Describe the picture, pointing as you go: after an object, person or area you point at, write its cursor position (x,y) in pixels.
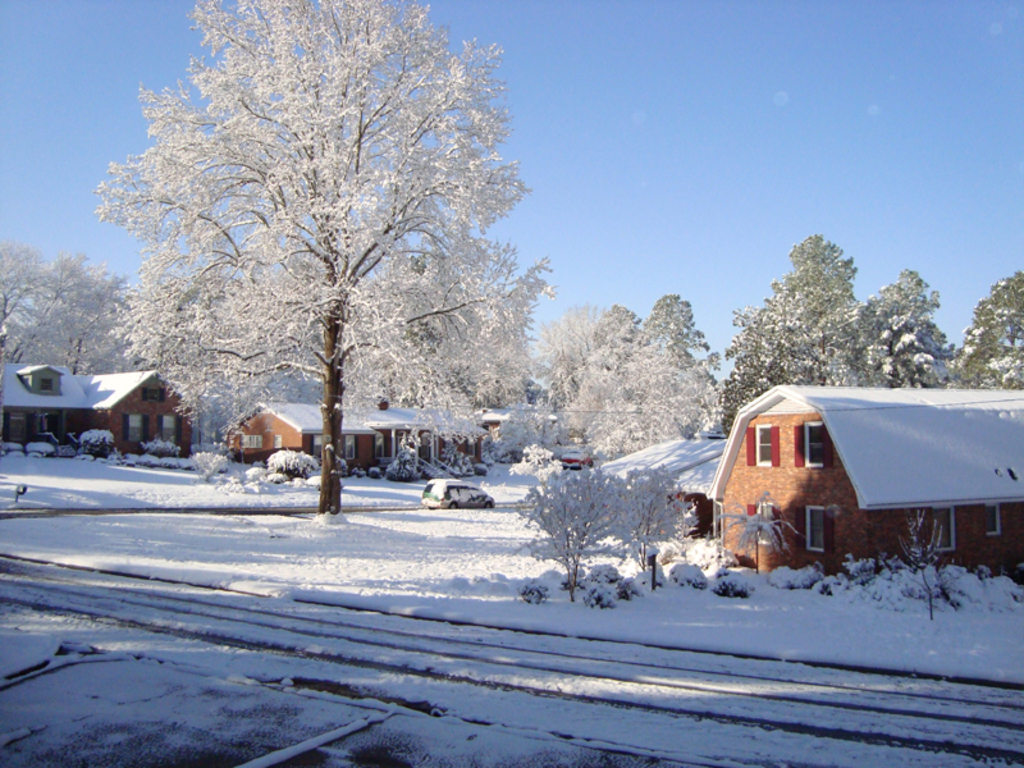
We can see snow (350,563), plants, houses (866,546) and car (449,500) on the road (385,508). In the background (15,337) we can see trees (681,303) and sky (718,181).
